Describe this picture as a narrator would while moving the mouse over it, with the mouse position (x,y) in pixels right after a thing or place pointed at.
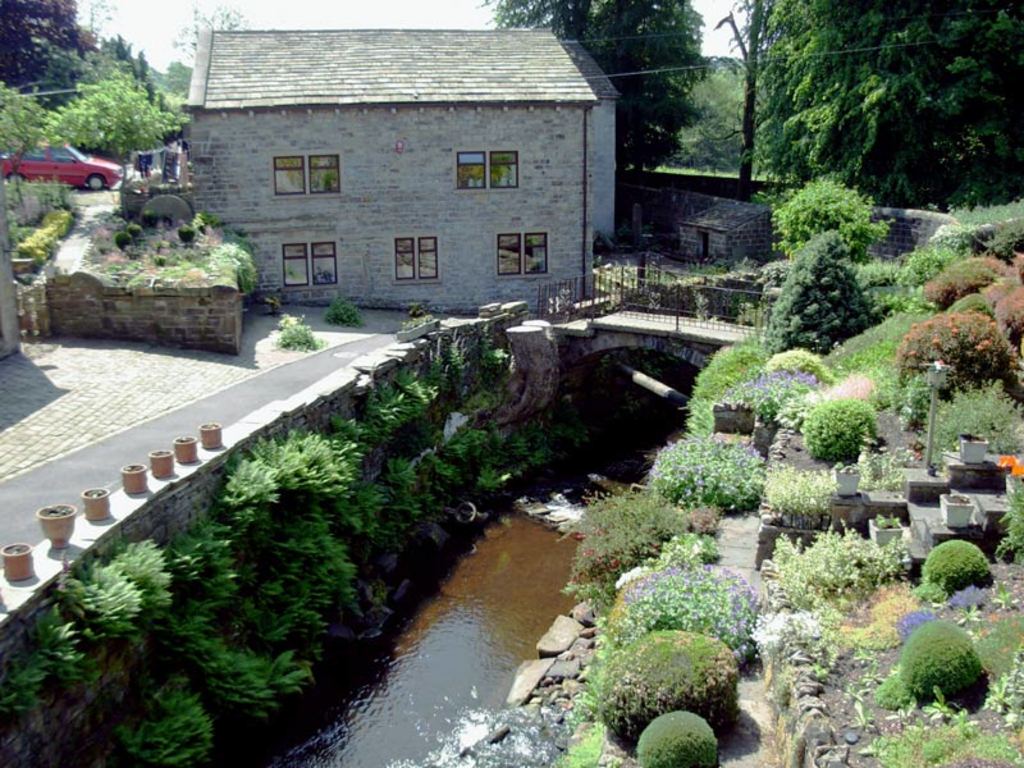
This image is taken outdoors. At the top of the image (332,27) there is a sky (191,15). At the bottom of the image (438,691) there is a pond (468,637) with water (474,644). There are many plants (275,516) on the ground (580,661) and there are a few stones (822,709). In the background (129,83) there are many trees (716,83) and a few plants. A car (72,150) is parked on the ground (115,191). In the middle of the image (360,261) there is a house (392,163) with walls (403,158), windows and a roof (322,65). There is a railing (658,303) and there are a few pots (13,566) on the wall (76,541). On the right side of the image (818,336) there are many plants (933,599) and there is a ground (877,372) with grass (869,344) on it.
